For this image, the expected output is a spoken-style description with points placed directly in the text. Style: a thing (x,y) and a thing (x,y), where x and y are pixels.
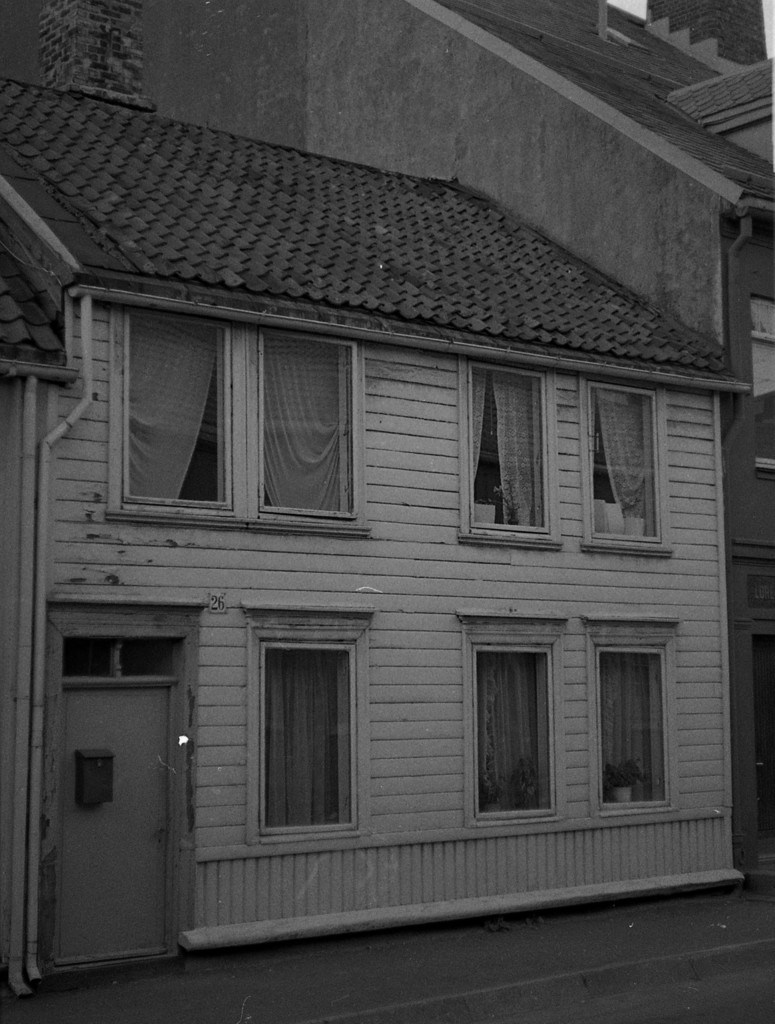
In this image we can see a house (315,670) with a roof (239,237), windows (351,365), curtains (292,503) and a door (144,749).
